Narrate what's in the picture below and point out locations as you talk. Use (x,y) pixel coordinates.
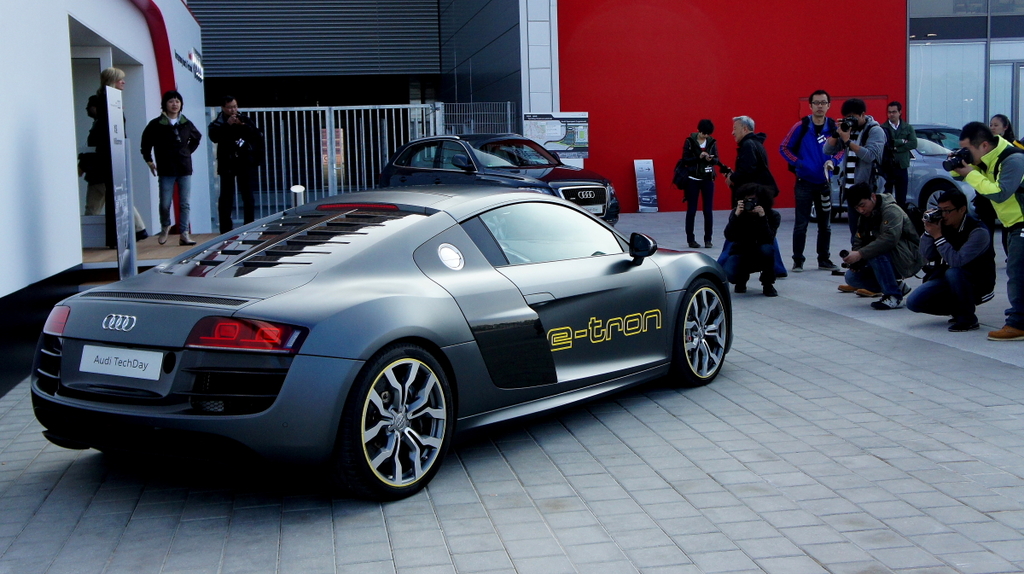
In this image we can see motor vehicles (471,351) on the floor (528,419). In the background (237,122) we can see walls (672,77), grill (411,104), persons (164,115) around.
